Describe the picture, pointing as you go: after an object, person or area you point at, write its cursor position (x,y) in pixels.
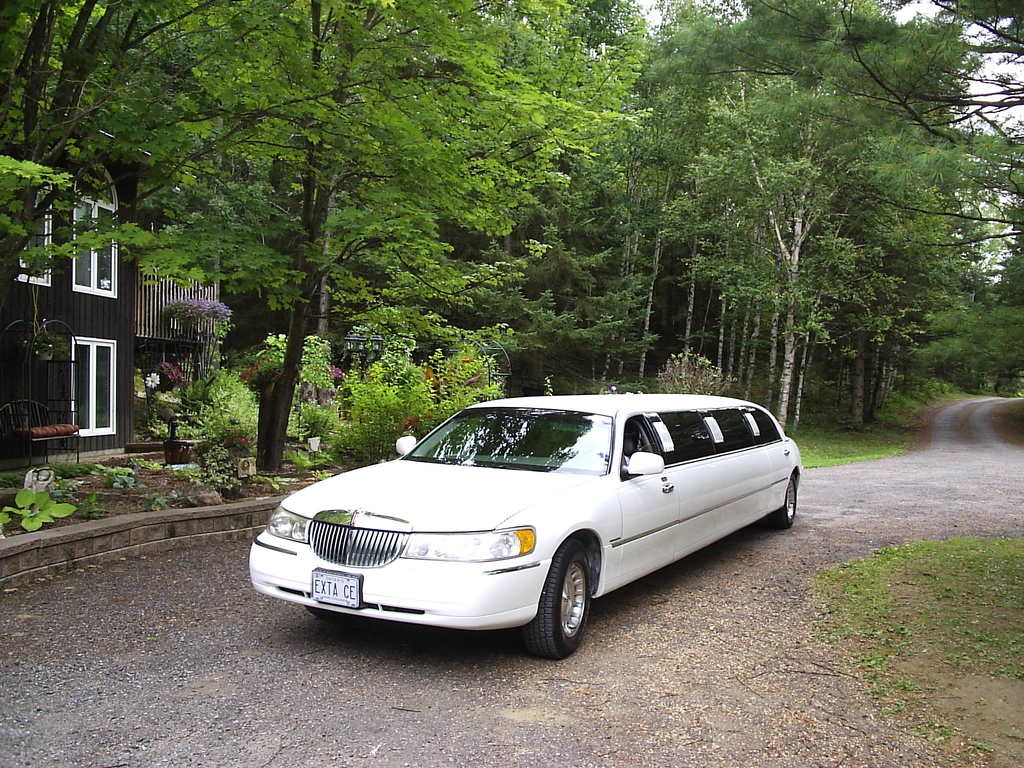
In this image there is the sky (975,78) towards the top of the image (980,90), there are trees (494,227), there are plants (291,414), there are buildings (84,302) towards the left of the image (97,390), there are windows (83,350), there is road (706,684), there is a car (547,487) on the road (929,450), there is the grass (858,459).
